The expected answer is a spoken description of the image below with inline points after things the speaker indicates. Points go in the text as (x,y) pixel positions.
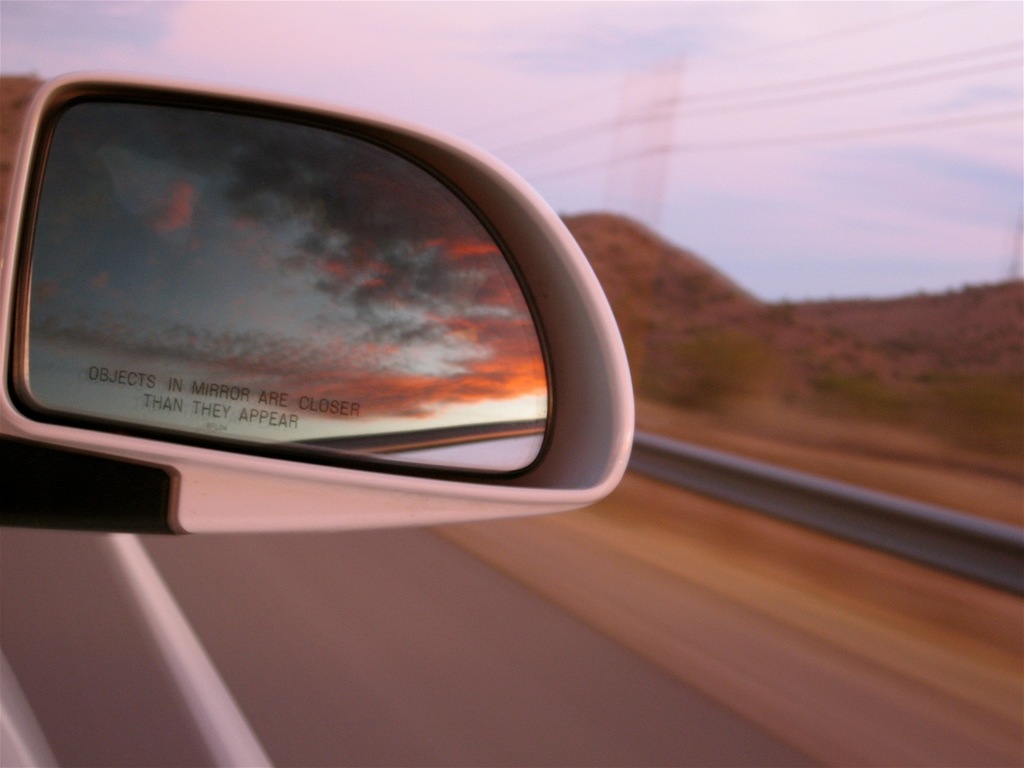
In this image we can see a mirror (387,526) of a vehicle (605,350) and some text (292,417) on it. On the right side of the image (983,559) we can see a traffic barrier (779,506), hills (724,329) and the sky (760,83).
